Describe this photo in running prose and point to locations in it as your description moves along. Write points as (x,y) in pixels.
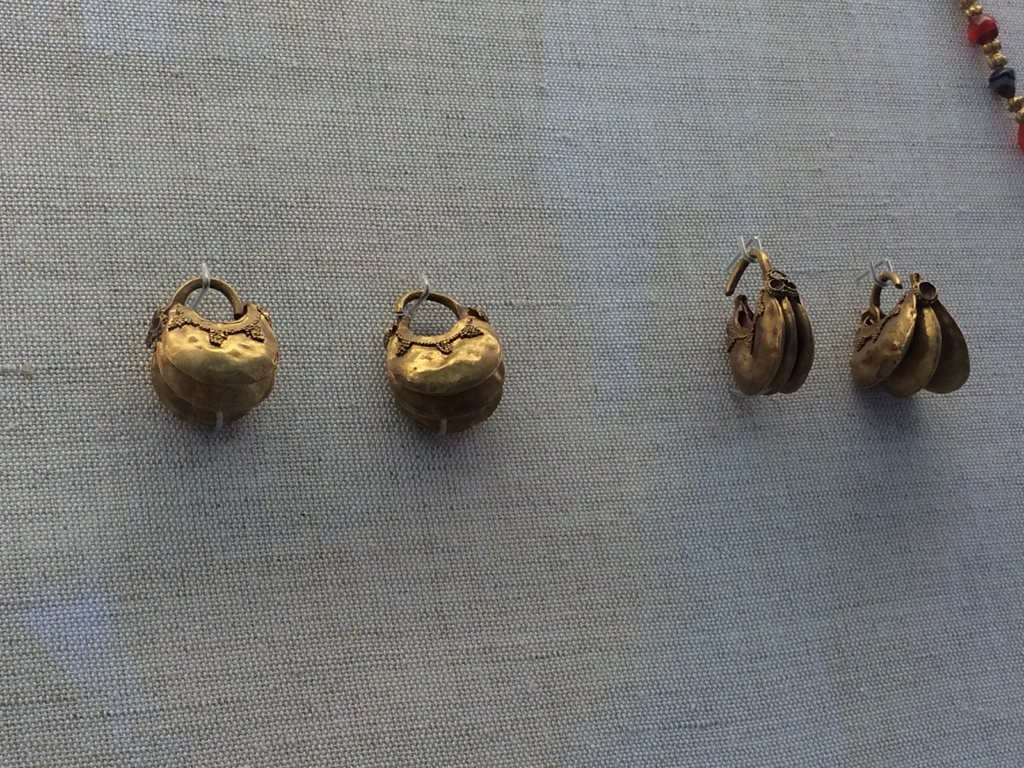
In this image there are few objects (494,329) hanging on the wall (544,266).
